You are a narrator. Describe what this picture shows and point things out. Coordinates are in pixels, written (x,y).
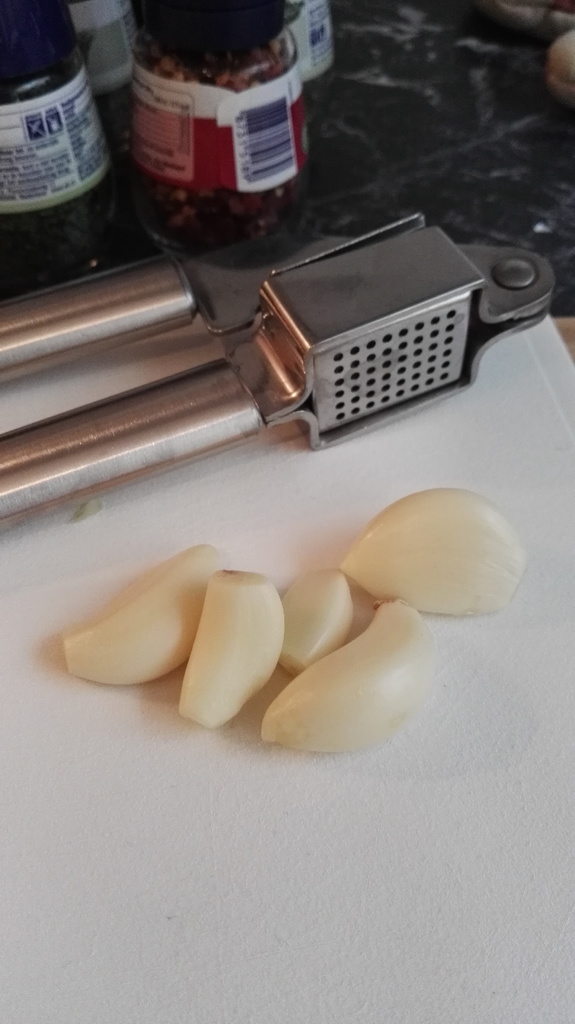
In this image there are few garlic (263,590) on the paper (430,468). Beside there is a garlic press (264,382). Few bottles (174,10) are on the stone slab (403,133).
